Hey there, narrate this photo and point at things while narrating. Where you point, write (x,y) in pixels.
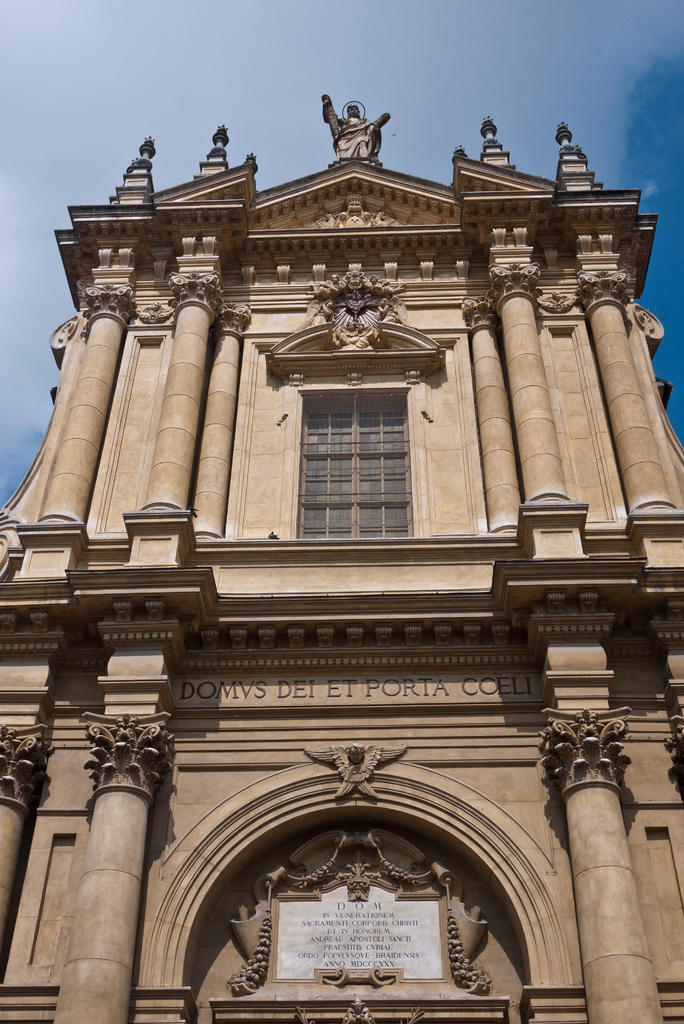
In the picture I can see a building (408,668) which has few sculptures (371,305) and designs (386,754) on the walls (311,387) of it.
